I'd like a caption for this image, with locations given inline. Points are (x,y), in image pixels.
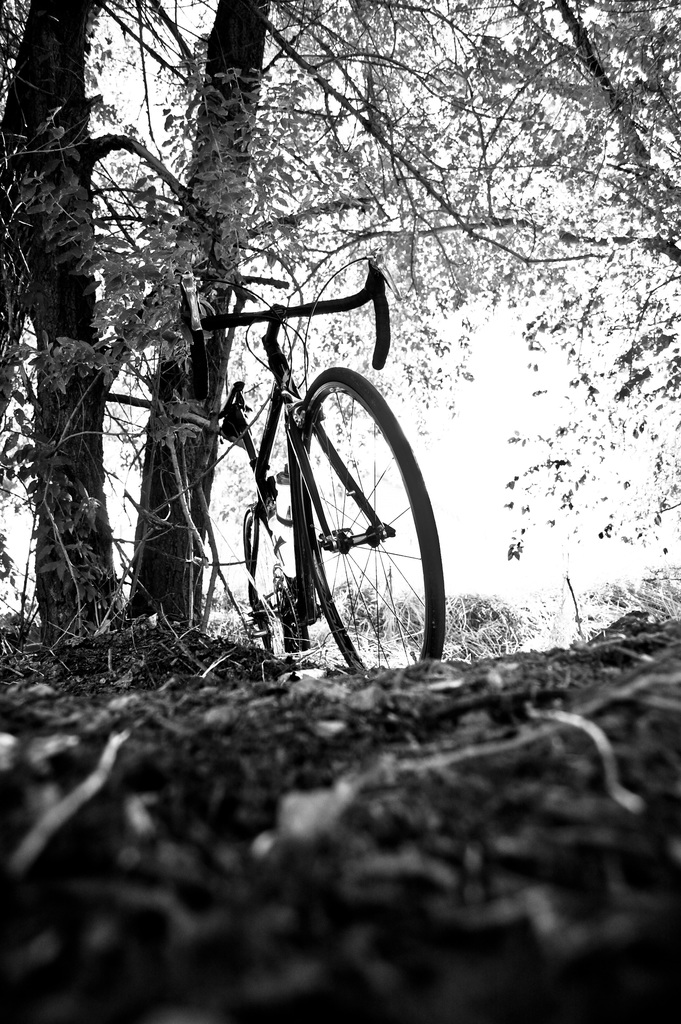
This is a black and white image. In this image we can see a cycle (352,494). Also there are trees (208,343). In the background (515,409) there is sky (504,492).
